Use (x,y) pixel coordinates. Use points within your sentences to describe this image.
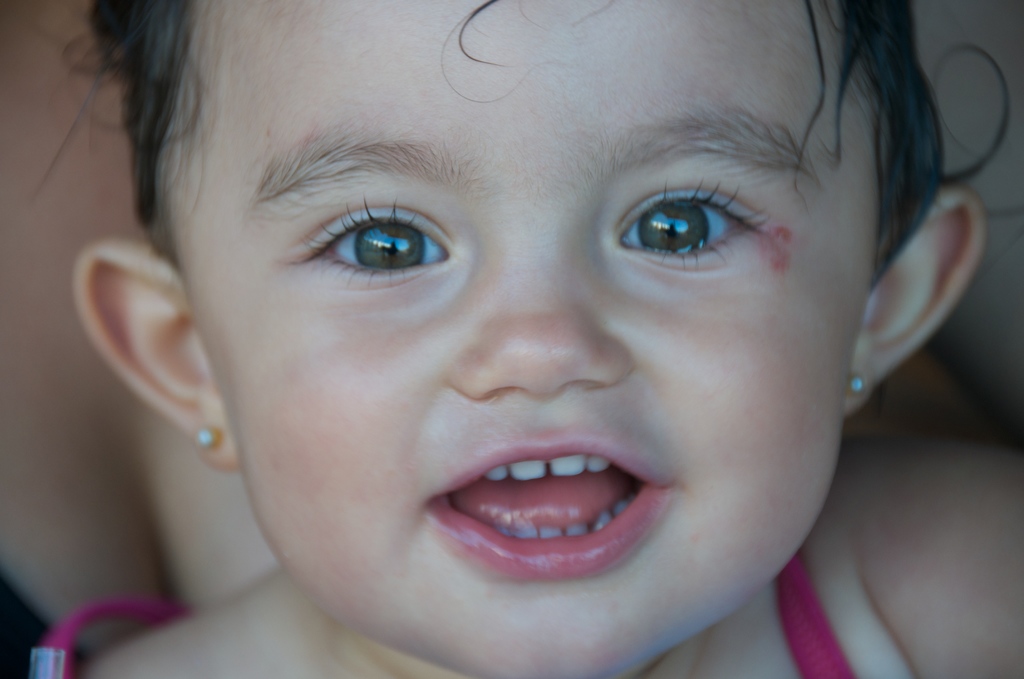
In this image I can see a baby (626,666) and the baby (710,666) is wearing pink color dress (801,637).
